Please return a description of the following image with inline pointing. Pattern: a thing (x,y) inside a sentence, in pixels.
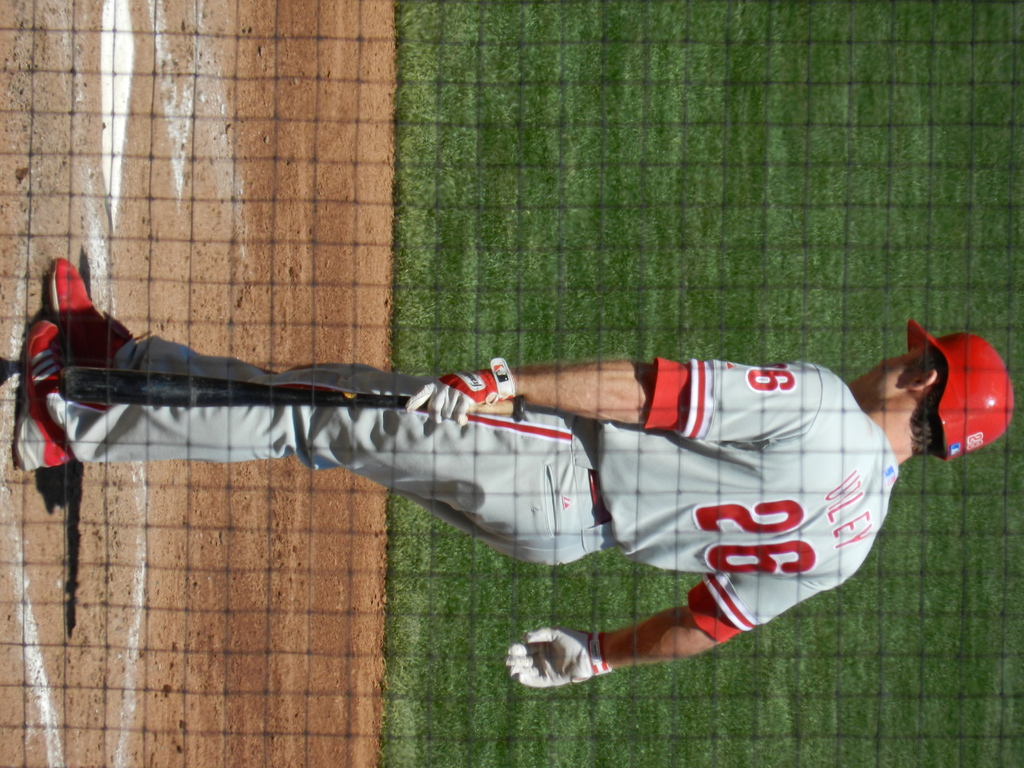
This is a vertical image, there is a person (891,460) in grey jersey (819,422) standing on the land (187,165), he is wearing red cap (964,426) and red shoe (95,356) and in the back (601,267) there is grassland (476,210). In the front (268,715) there is net (83,72).
